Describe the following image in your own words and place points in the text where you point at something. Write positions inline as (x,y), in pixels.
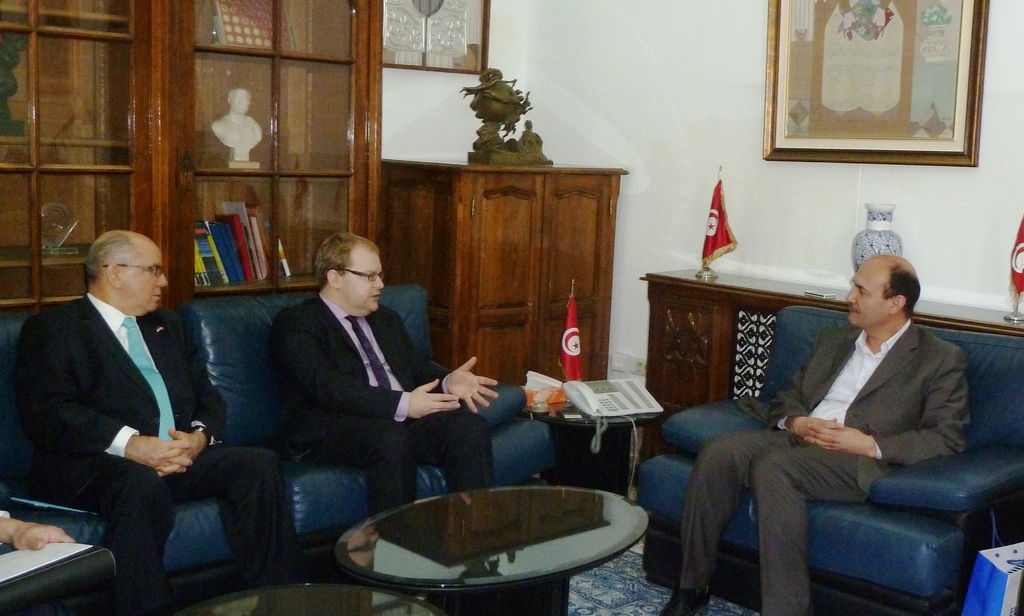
This picture is clicked inside a room (963,240). There are a few people (362,442) sitting on couches (921,490). There is a glass table (459,551) in front of them. To the right corner of the image (962,315) there is a table (941,309) and on it there are two flags (725,248) and a flower vase (886,248). Beside to it there is a cupboard (586,244) and on it there is a sculpture (516,147). In between the couches (540,439) there is a table (580,462) and on it there is a flag (577,366) and a telephone (605,397). There is a wooden shelf (221,171) to the wall (704,133) and in it there are sculptures (239,137) and books (227,248) placed. In the background (430,112) there is wall (415,95) and picture frames (792,59) hanging to the wall (691,131).
